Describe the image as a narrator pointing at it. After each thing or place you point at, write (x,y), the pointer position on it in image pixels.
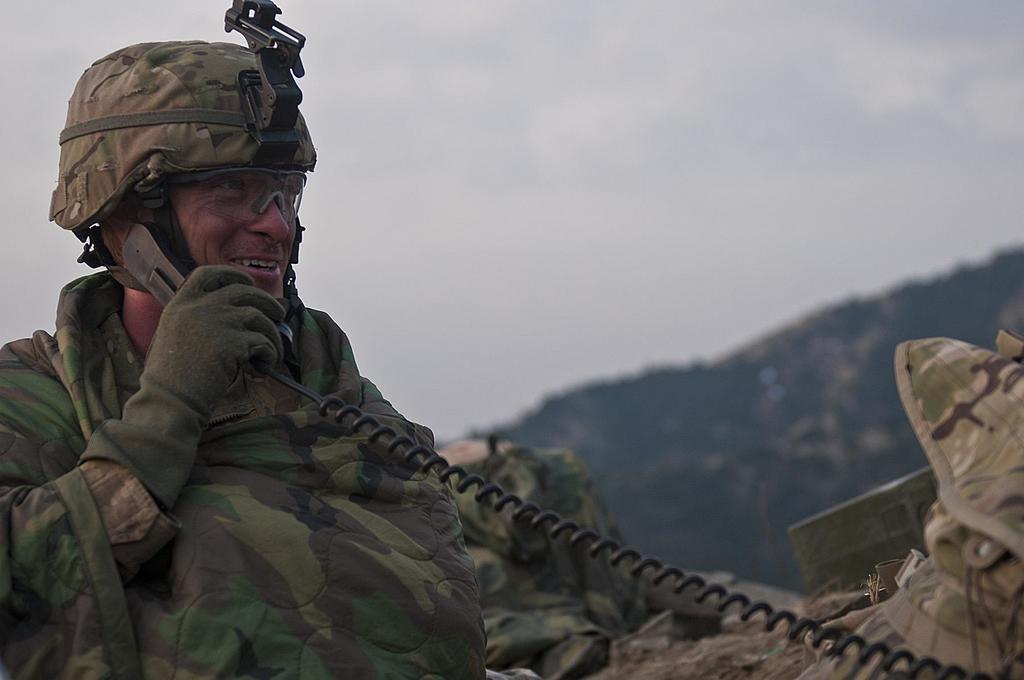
In this picture I can see there is a man (70,162) standing here and holding a telephone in the right hand (180,358) and in the backdrop (661,481) I can see there is a mountain (763,479) and the sky (308,79) is cloudy.
